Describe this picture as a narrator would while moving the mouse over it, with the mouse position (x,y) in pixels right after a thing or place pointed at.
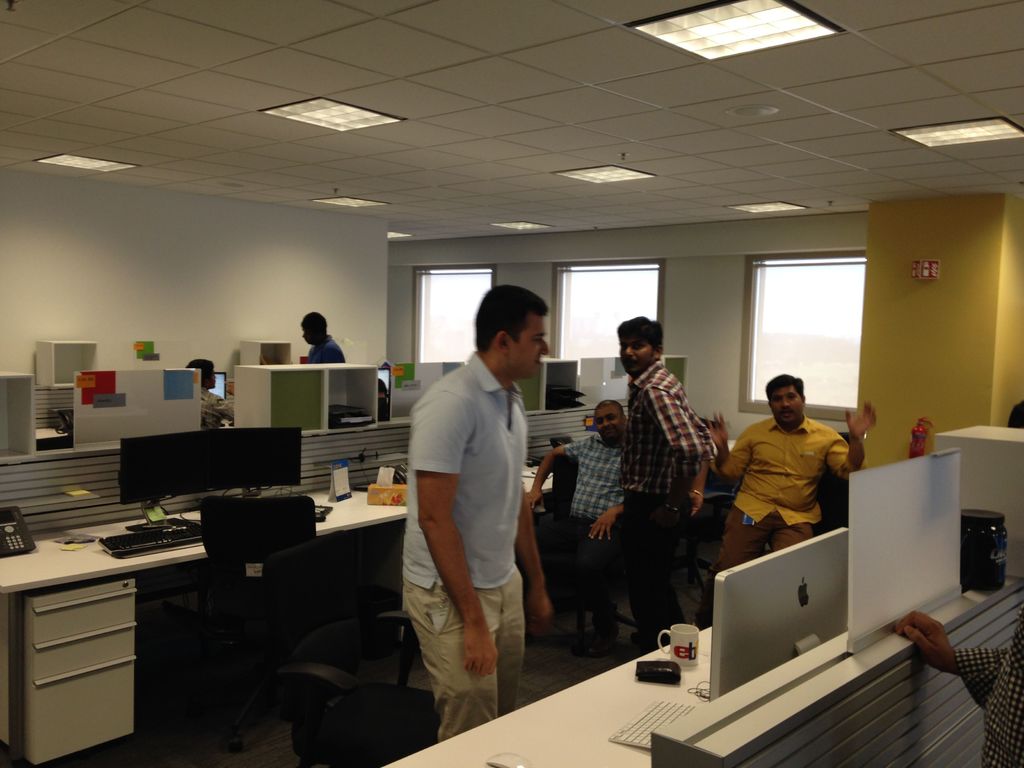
There are two persons (520,529) standing on the either side of the table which has desktops (745,615) on it and there are two people (621,434) sitting in the background (780,423).
